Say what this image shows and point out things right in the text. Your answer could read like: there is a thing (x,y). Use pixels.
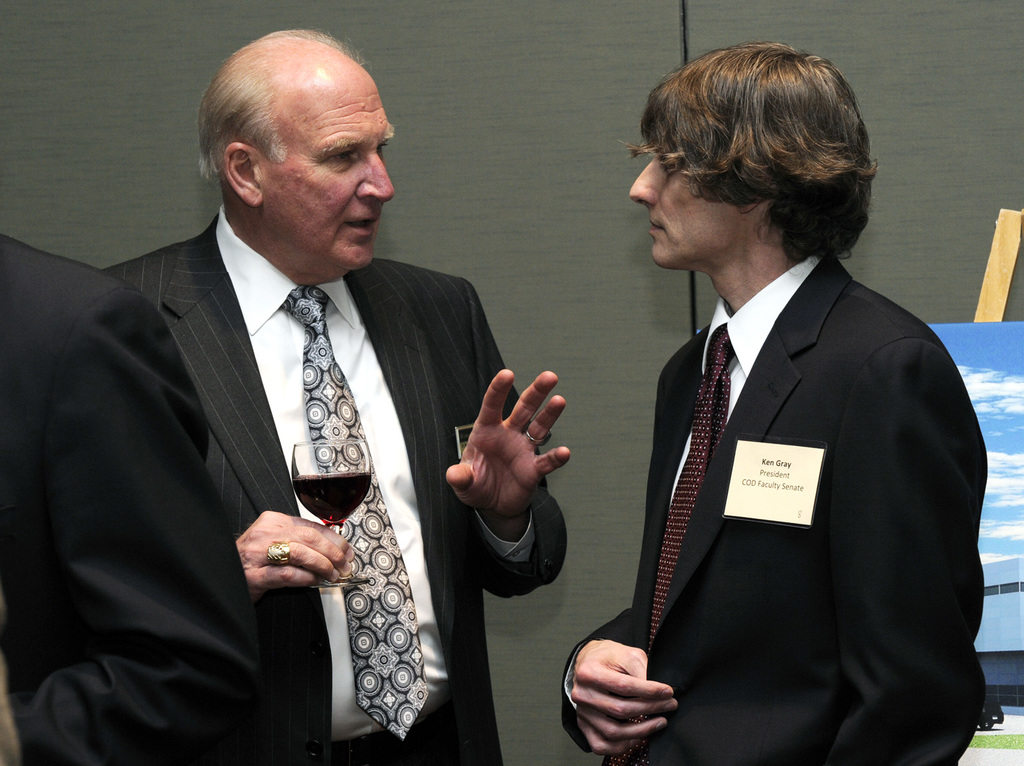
In this image I can see a person (723,399) wearing white shirts (371,352), black blazer (395,379) and I can see a person (334,554) on the left side (323,460) is holding a wine glass (354,496) in his hand (344,564). In the background (542,240) I can see the grey colored surface (529,207) and I can see a painting (1003,380) which is blue and white in color.
